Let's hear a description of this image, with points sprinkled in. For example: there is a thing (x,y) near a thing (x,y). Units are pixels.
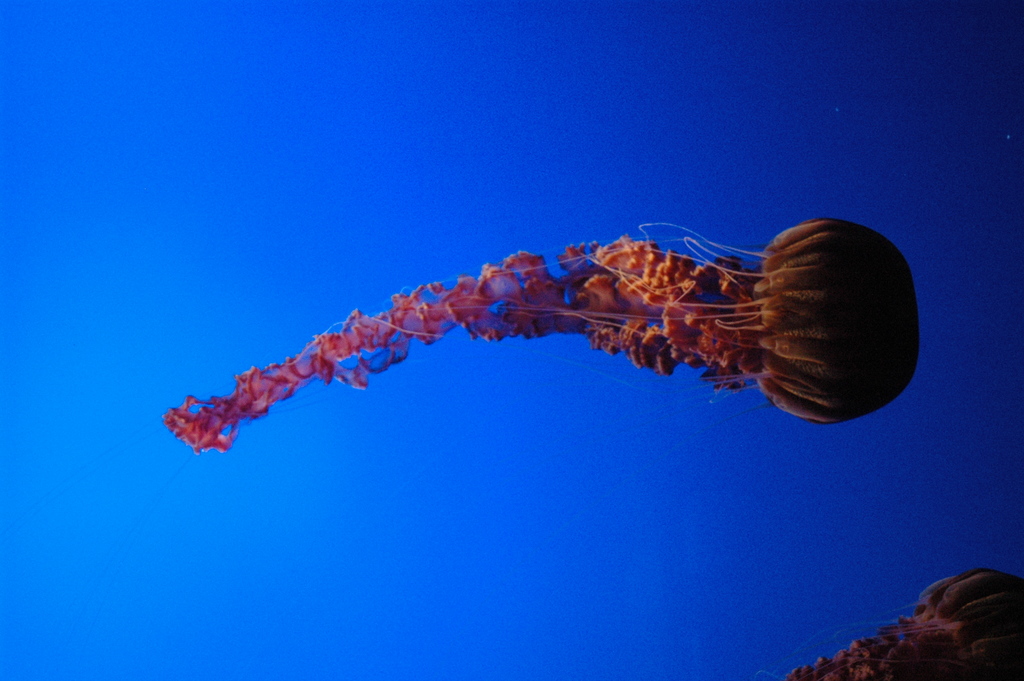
In this picture there are two jellyfishes (711,350) in the water (194,298).
